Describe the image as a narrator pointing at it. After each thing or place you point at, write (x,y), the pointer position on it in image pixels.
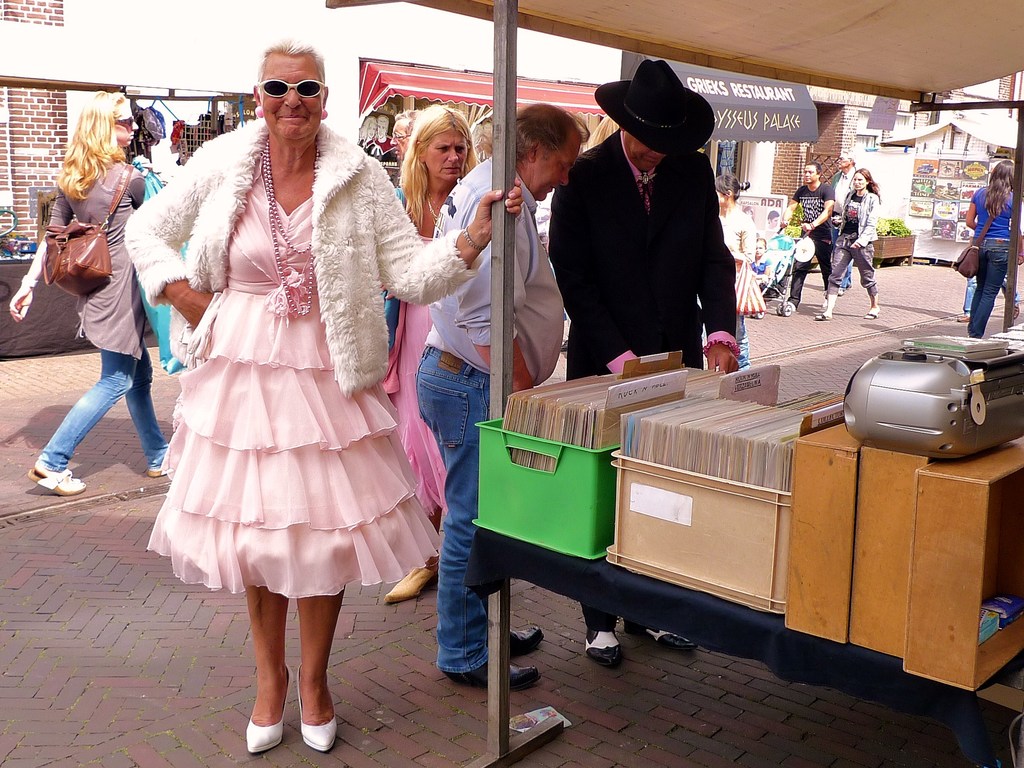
There are few people (282,325) standing and few people (124,221) walking. These are the baskets (564,445) with few objects (631,440) in it. This looks like a tape recorder (919,398). These are the shops (436,85). I can see the posters (939,181). This looks like a tent (945,61). Here is a pole (488,631).
